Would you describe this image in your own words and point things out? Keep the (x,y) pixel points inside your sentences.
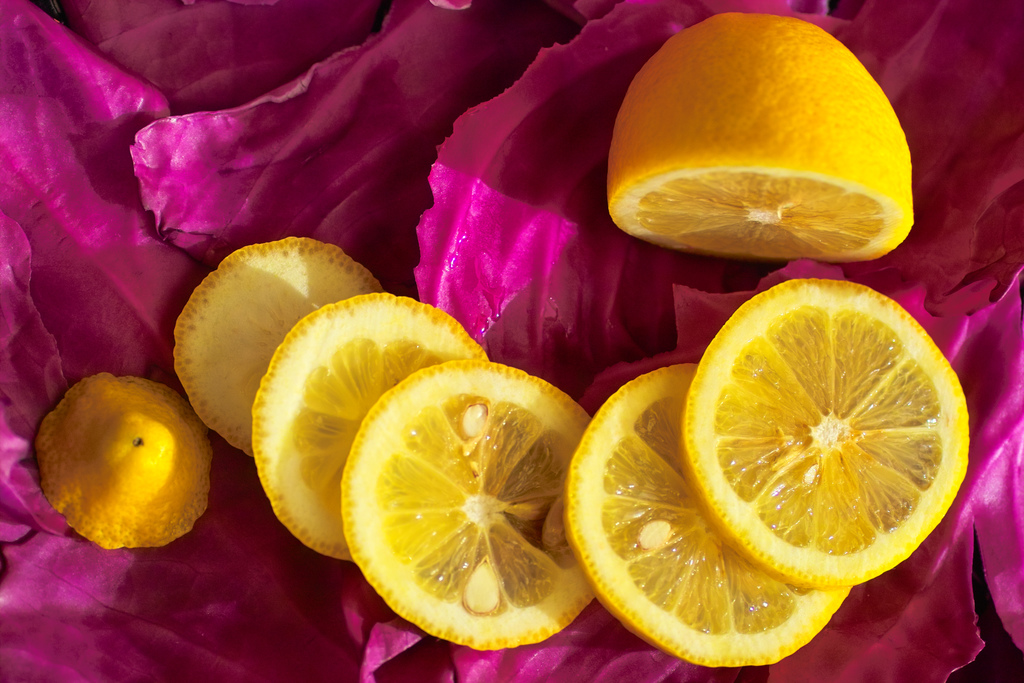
In this image we can see the pieces (440,439) of a lemon (829,337). Here we can see the dark pink leaves (367,199).
